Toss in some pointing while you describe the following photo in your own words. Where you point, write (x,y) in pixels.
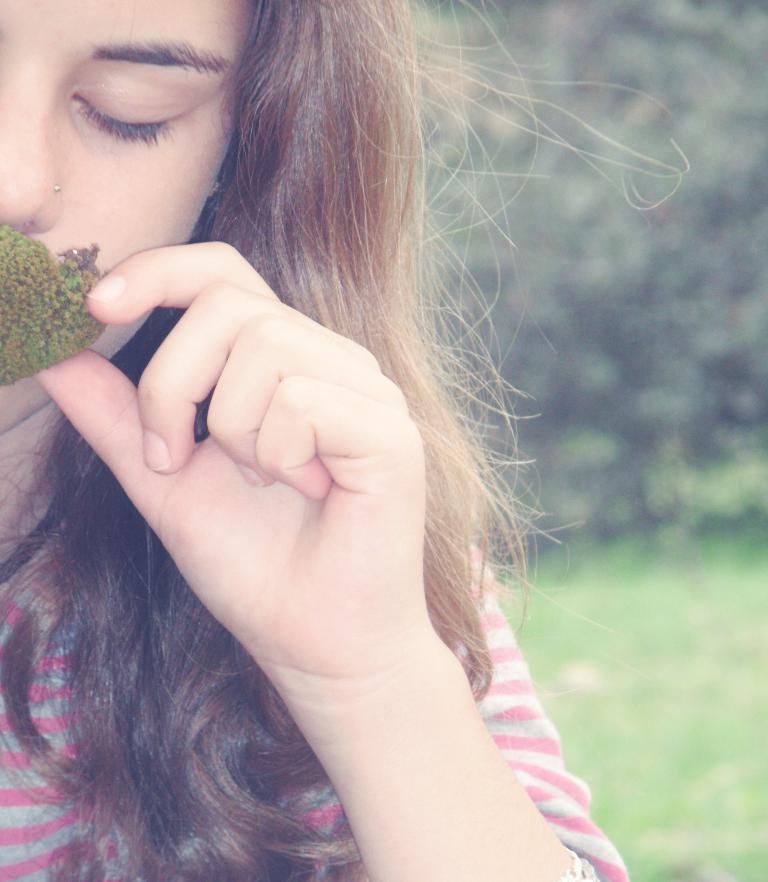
This picture shows a woman (164,361). She is holding a bud (52,289) in her hand (105,321) and we see trees (764,420) and grass (644,596) on the ground (589,666).
